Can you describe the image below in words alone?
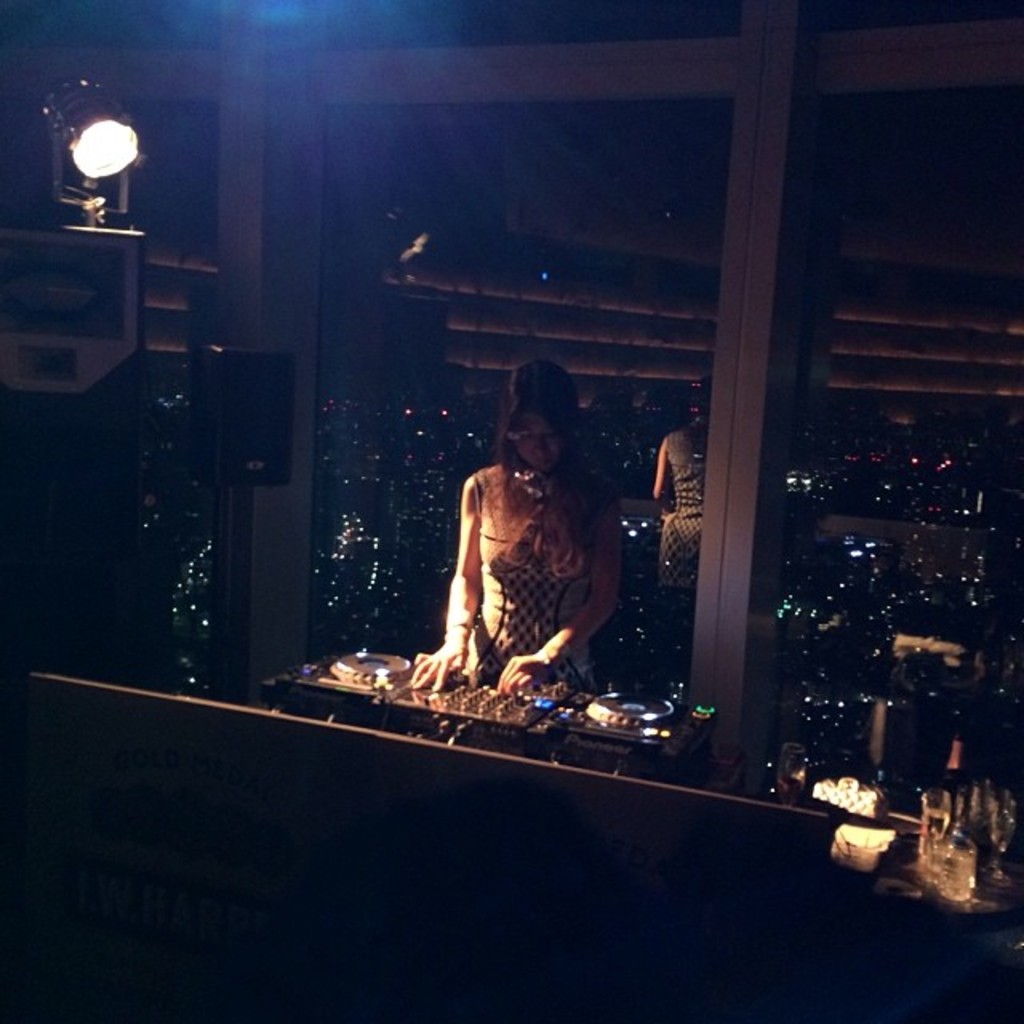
In the picture we can see a woman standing and playing a DJ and beside her we can see a sound box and behind her we can see her reflection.
